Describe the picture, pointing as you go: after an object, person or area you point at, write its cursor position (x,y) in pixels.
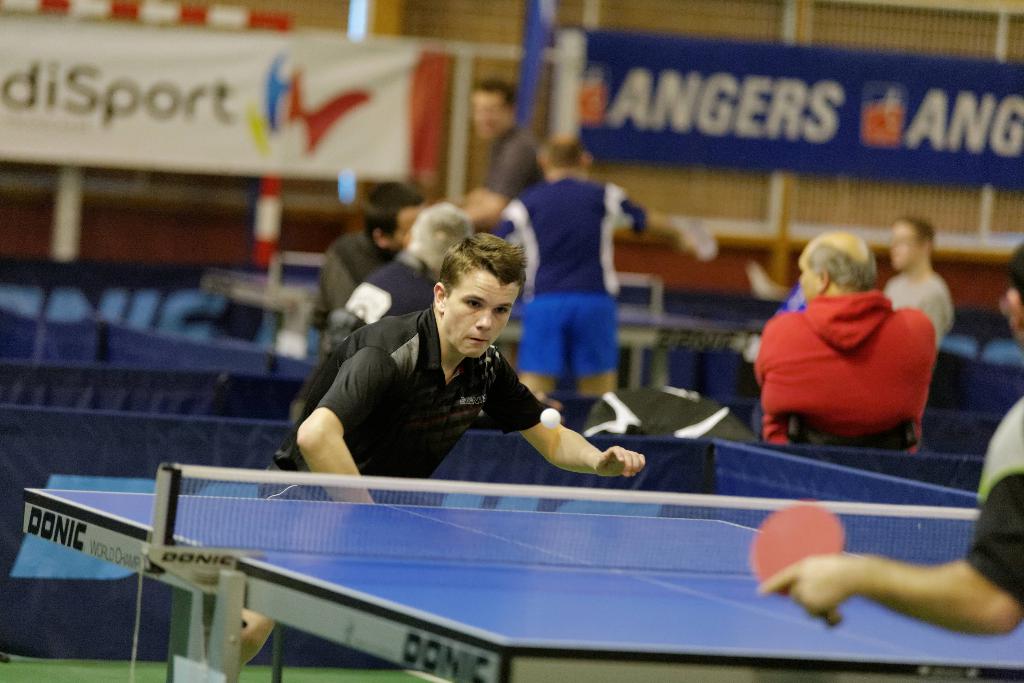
It is a sports room (683,385), a person (345,411) who is wearing black shirt (465,424) in the front (461,380) is playing table tennis, there are also some other people (821,415) behind him some of them are sitting and some of them are standing, in the background (220,75) there are two different banners (616,75).
